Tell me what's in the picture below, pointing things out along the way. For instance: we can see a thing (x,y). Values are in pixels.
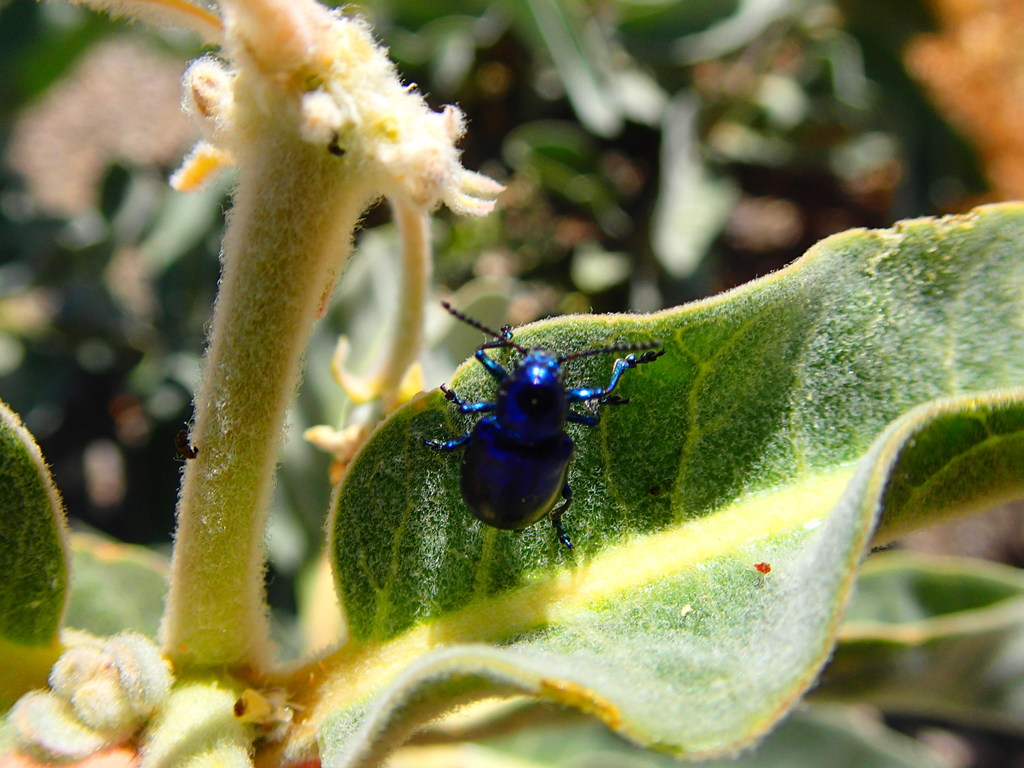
In this picture I can see an insect (525,466) on a leaf (594,502). The background of the image (657,164) is blurred.
